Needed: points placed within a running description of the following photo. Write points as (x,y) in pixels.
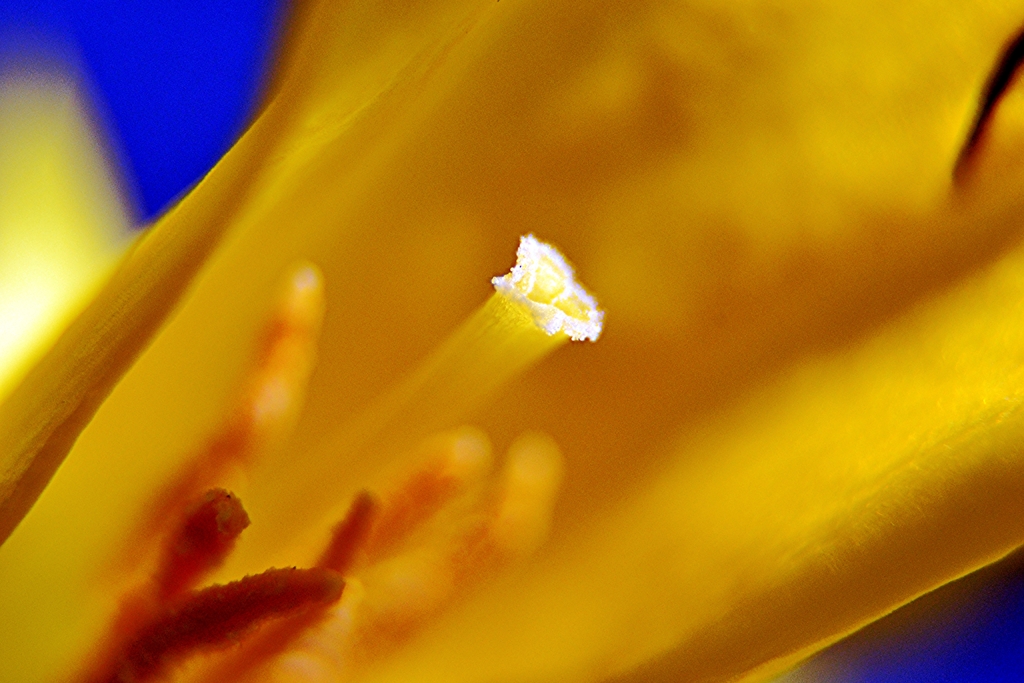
In this image I can see yellow colour thing (636,443) over here and I can also see blue colour in background (140,221).
